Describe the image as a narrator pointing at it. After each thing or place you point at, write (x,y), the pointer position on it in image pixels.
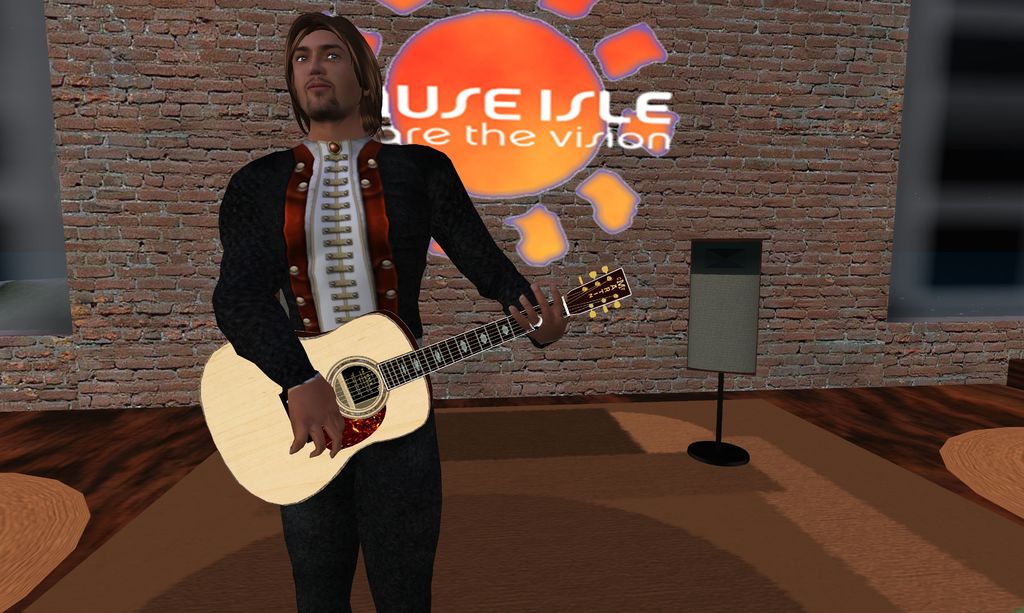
In this picture I can see the depiction picture in which I see a man (300,118) who is standing and holding a guitar (327,378) in his hands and in the background (770,65) I see the wall (770,65) on which there is something written.
